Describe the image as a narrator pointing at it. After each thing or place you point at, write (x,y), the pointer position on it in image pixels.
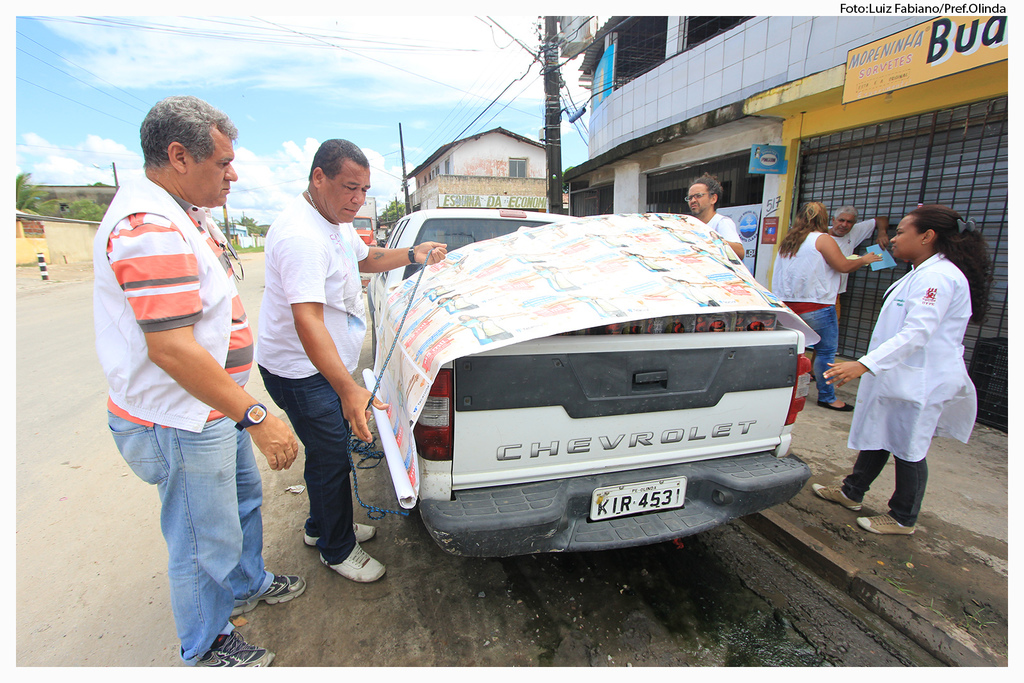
In this picture we can see a man (330,346) wearing white t-shirt (310,254), standing near the car (523,361) and holding the wrapping paper (467,323). Behind we can see shop grill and some people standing and discussing something. In the background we can see shed house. On the top (301,162) we can see the sky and clouds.
